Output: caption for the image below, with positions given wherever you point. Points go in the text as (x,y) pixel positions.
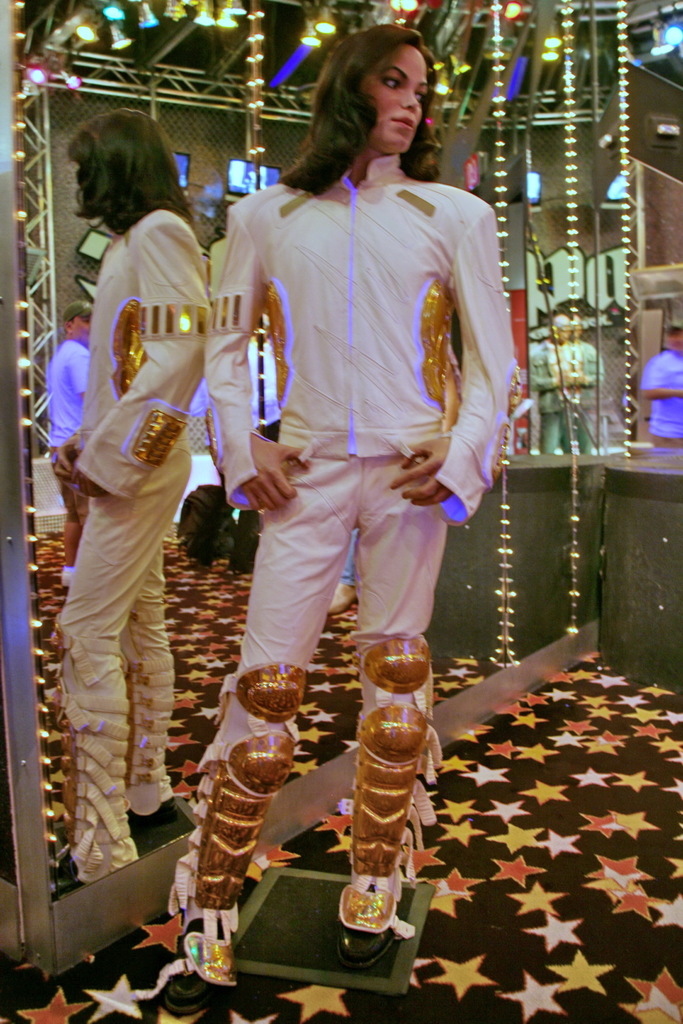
In this picture we can see a person (322,374) standing and posing. He is standing on a doormat (248,931). We can see a few stars (659,1020) on a black surface (550,953). There is a glass (42,351) at the back of this person (332,368). We can see the reflection (135,578) of this person (127,255) and a man (76,313) through this glass (104,580). There are a few lights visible and a man (680,370) in the background (665,337).
